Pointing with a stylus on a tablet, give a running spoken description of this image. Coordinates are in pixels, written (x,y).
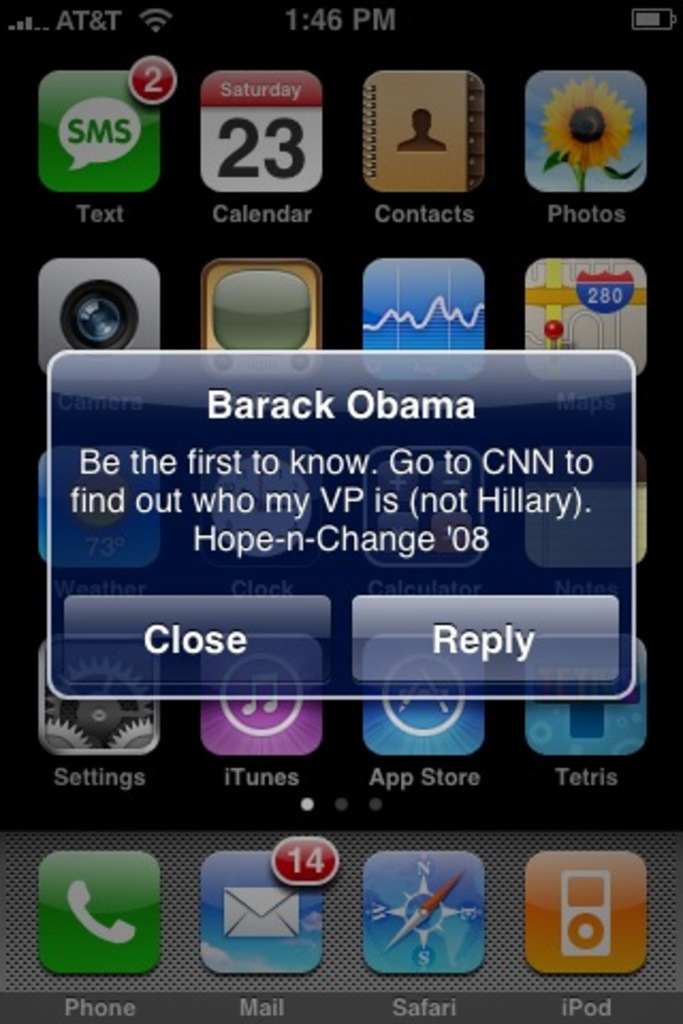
This is a picture of a screen (173,218), where there are some icons (80,306), and there is a popup message (408,440) on it.
